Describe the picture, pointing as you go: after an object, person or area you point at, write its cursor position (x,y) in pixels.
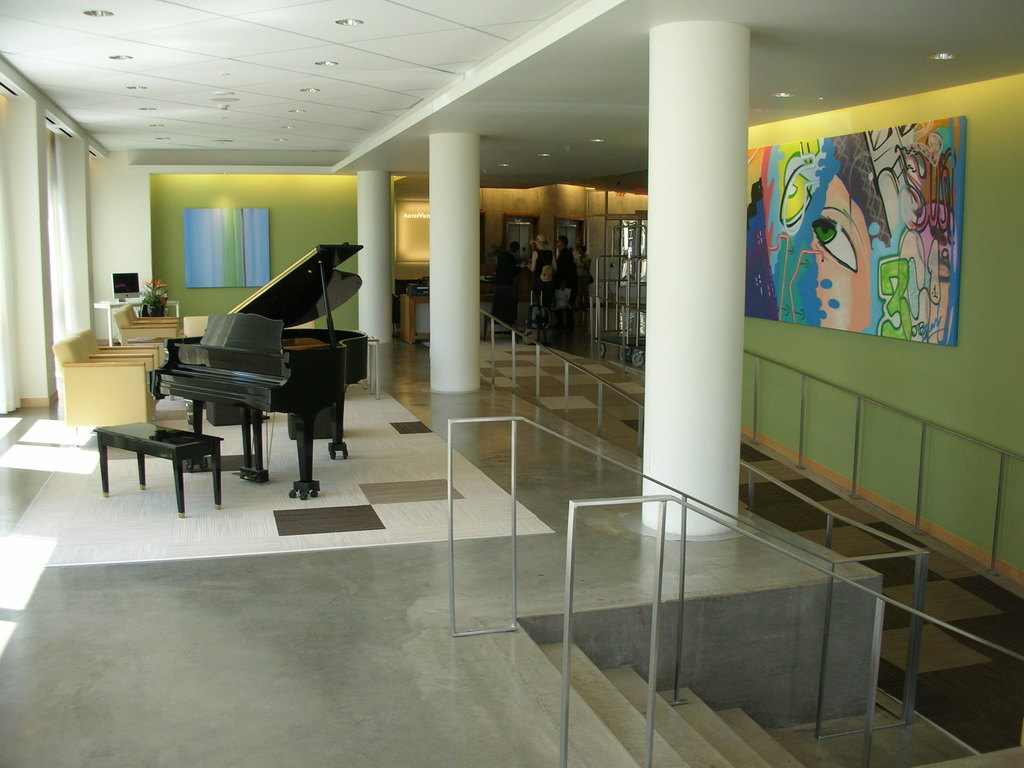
In this picture i could see a piano (309,319) placed in the middle of the room (562,369) and some pillars (436,295) in the middle of the room (435,389), there are some sofa chairs (141,335) and wall paintings (241,222) all around.
